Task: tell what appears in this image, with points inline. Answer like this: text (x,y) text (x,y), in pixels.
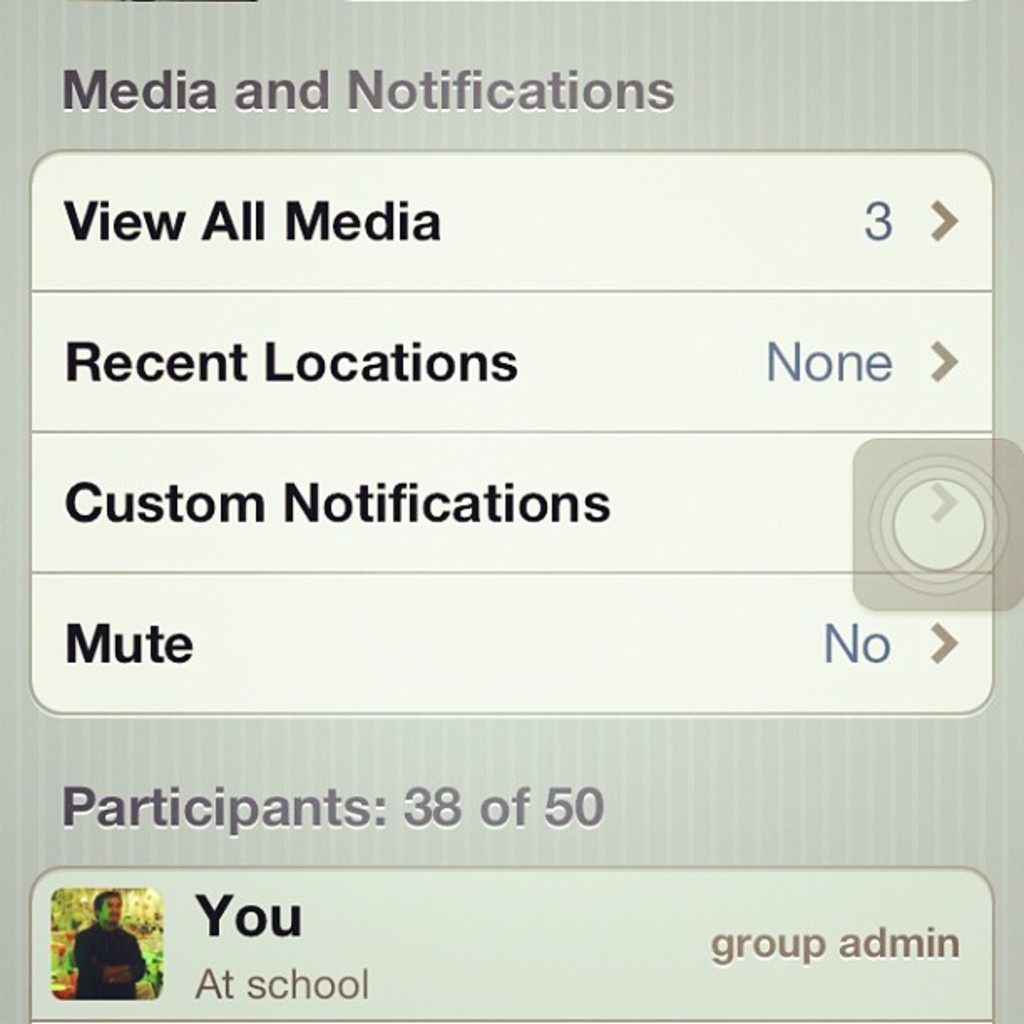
In the center of the image (565,382) we can see a mobile screenshot (556,398). On the screen shot (499,564), we can see a person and some text (214,796).
